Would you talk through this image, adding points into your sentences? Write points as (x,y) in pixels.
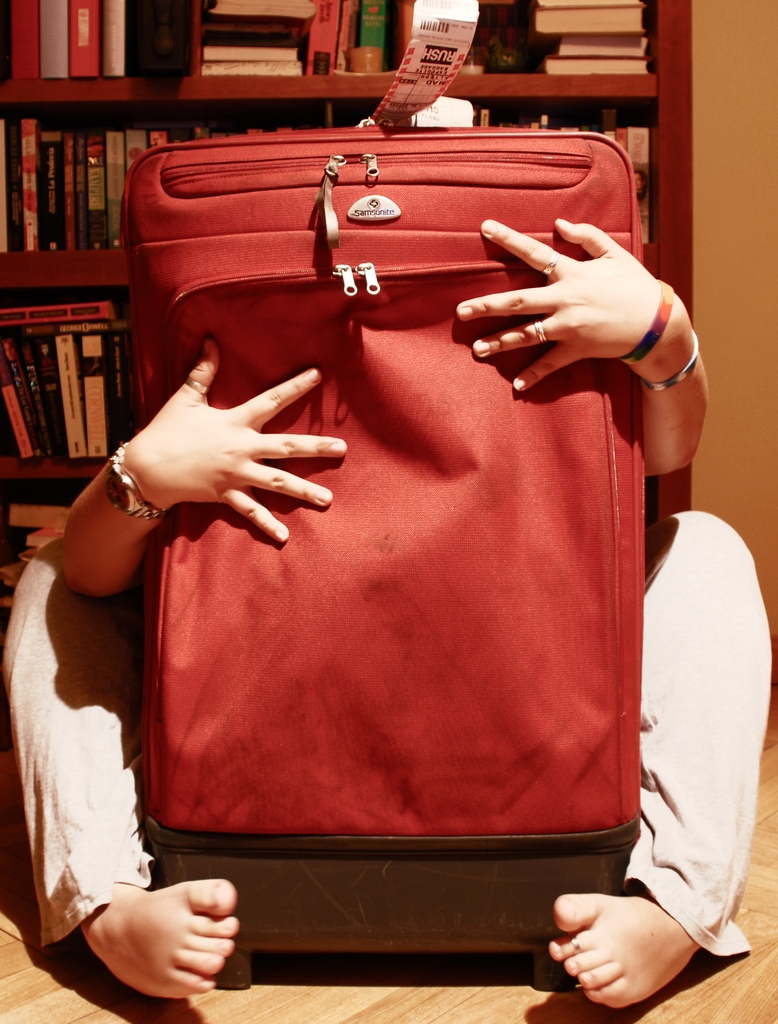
In this picture, In the middle (301,530) there is a red color bag (593,400) and there is a person (713,773) holding a bag (263,494), In the background (231,66) there are some books (56,159) kept in the shelf (267,118).
